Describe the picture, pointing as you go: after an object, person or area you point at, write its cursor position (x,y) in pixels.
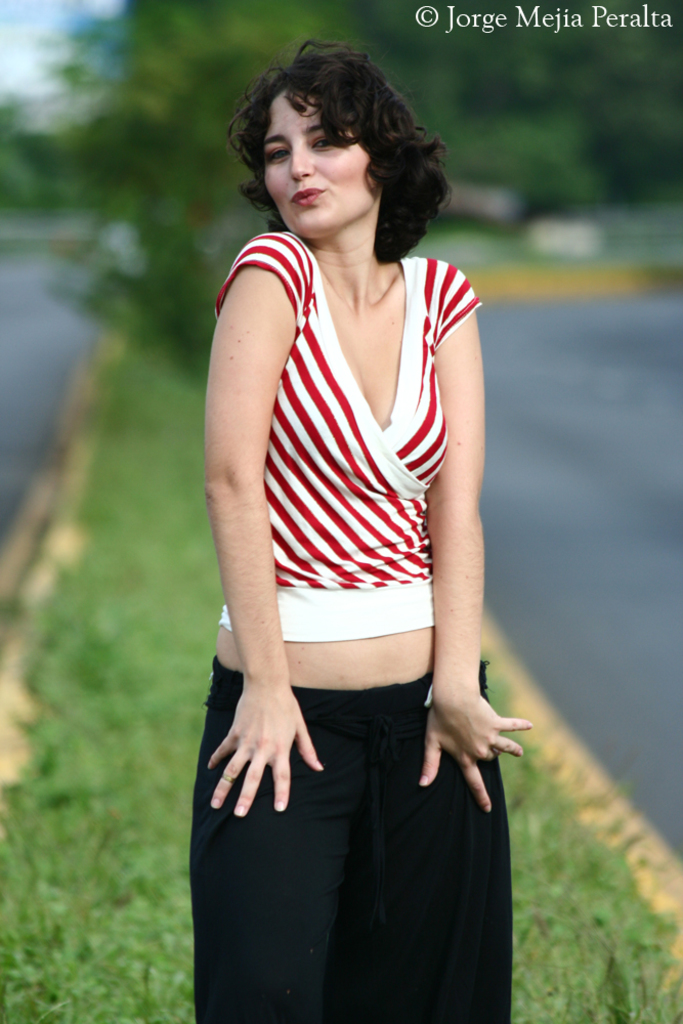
Here in this picture we can see a woman (326,302) standing on the ground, which is fully covered with grass (177,964) over there and we can see she is pouting and behind her we can see plants (197,295) and trees (222,250) in blurry manner over there.
